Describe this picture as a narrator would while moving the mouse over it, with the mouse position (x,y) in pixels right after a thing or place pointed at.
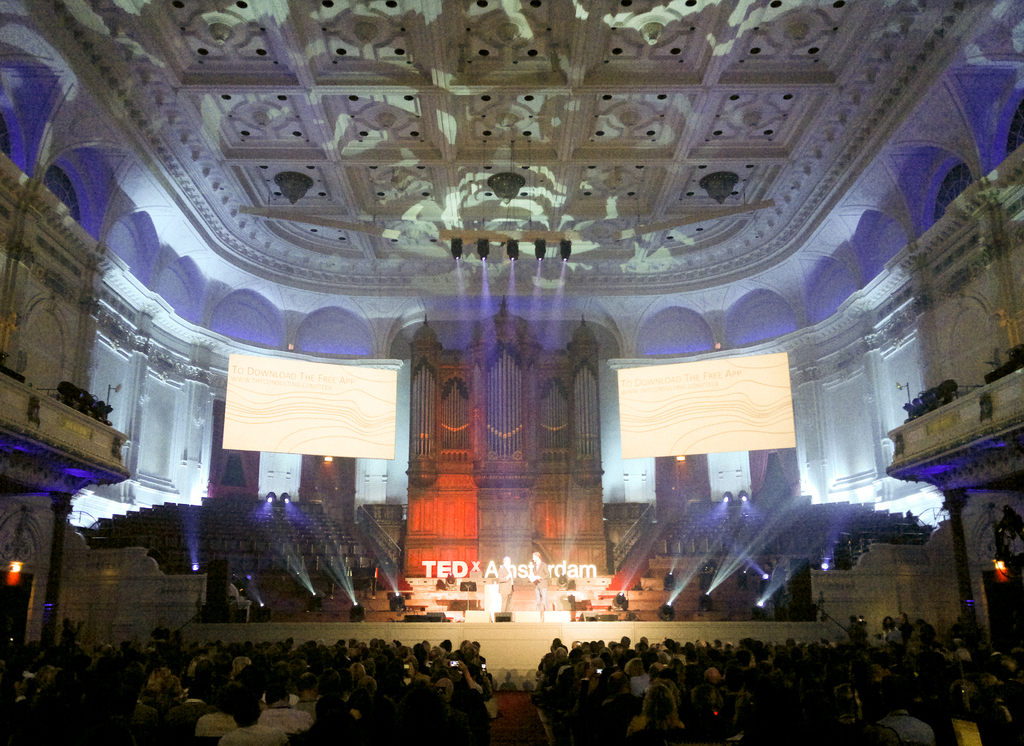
In this image we can see the inner view of a building (570,97) and it looks like an auditorium (565,111) and there are some people (294,699) and we can see two persons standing on the stage (515,598). There are some stage lights (622,596) and some other things (575,612) on the stage (429,631) and we can see two screens (321,405) at the top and there are some lights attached to the ceiling (421,196).
